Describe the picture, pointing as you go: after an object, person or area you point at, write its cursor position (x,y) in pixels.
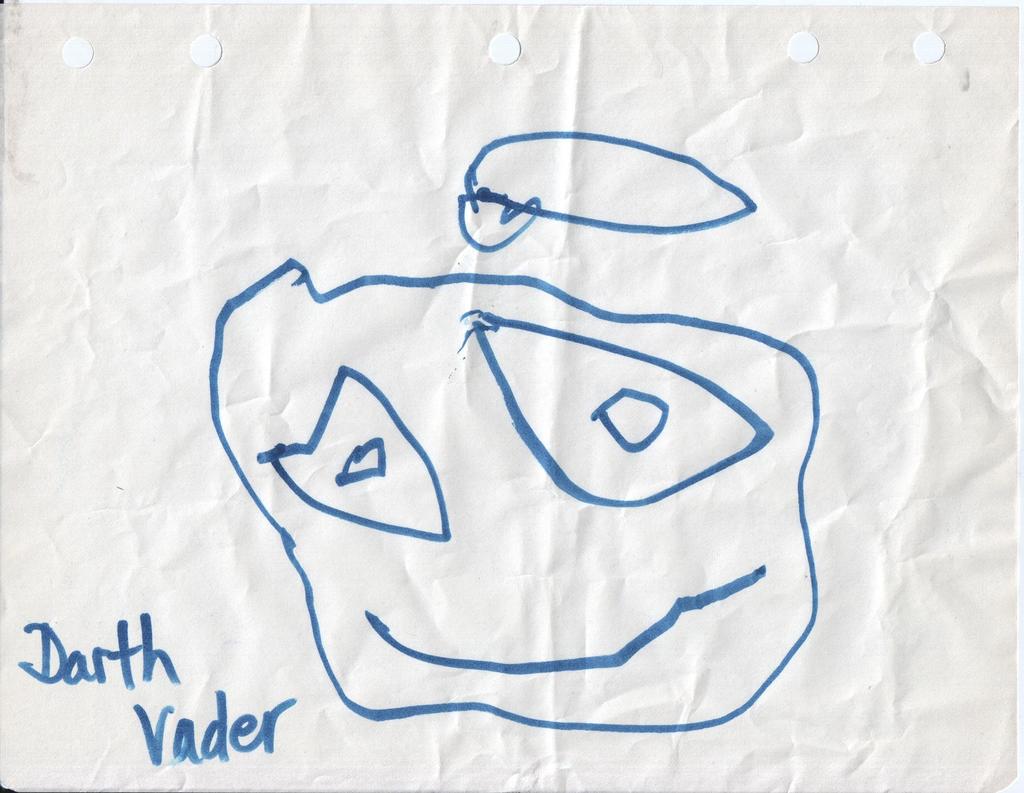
This picture consists of a paper (656,239) on which there is a drawing (525,436).
